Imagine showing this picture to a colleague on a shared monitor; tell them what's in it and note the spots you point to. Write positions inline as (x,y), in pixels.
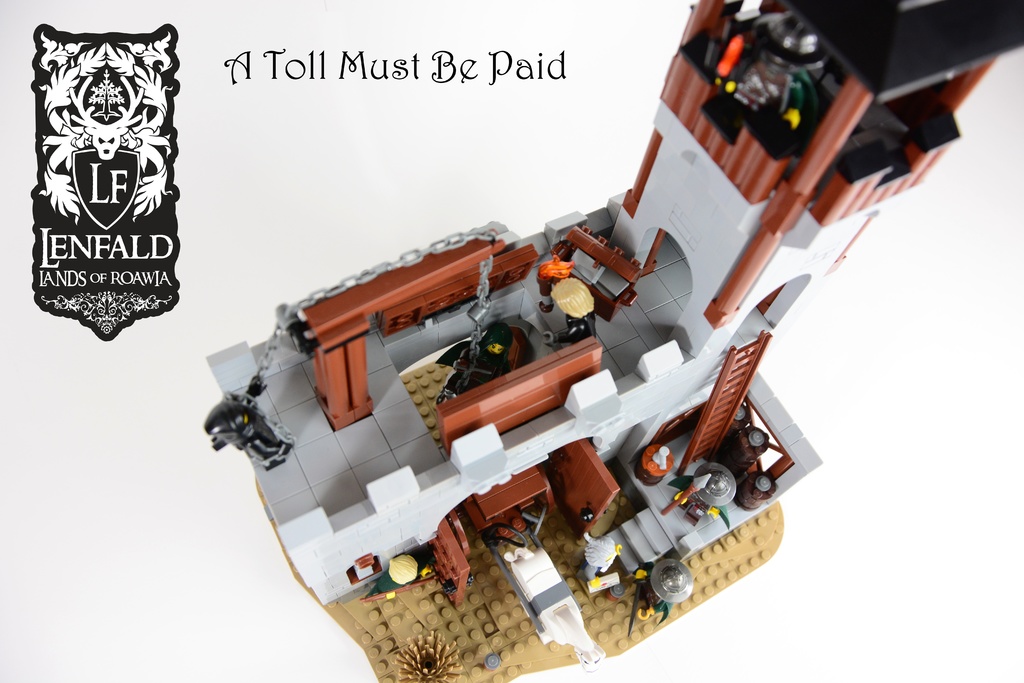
In the picture I can see toys (620,450) in shape of a building (577,500). I can also see a logo (148,116) and something written on the image. The background of the image (438,148) is white in color.
